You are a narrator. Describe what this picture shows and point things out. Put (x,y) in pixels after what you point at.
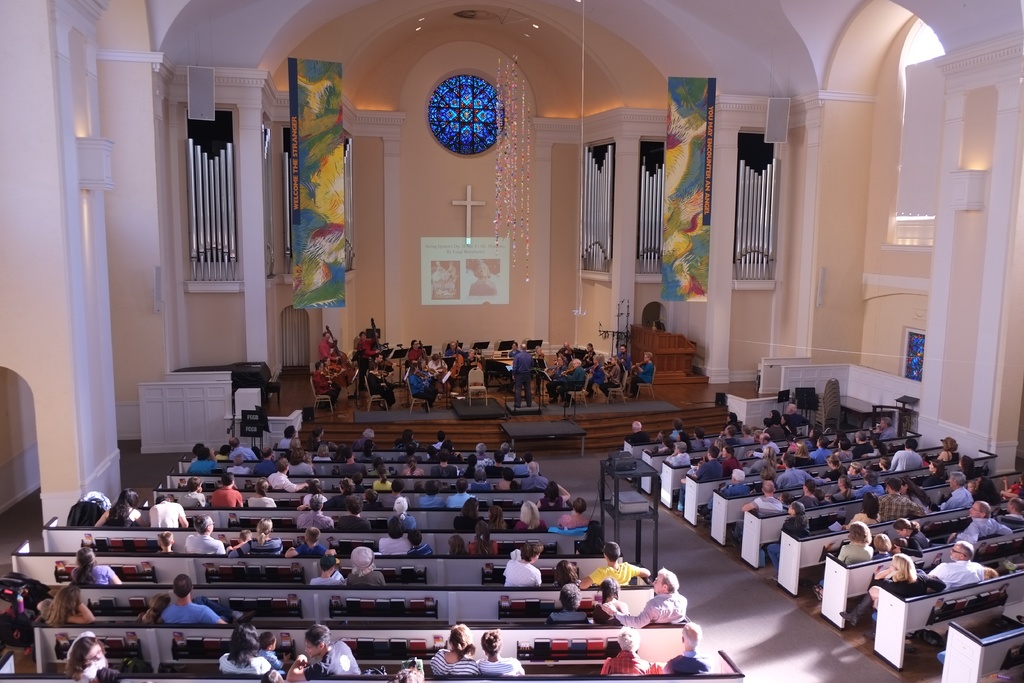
In this picture I can see there are many people (368,448) sitting on the benches (255,620) and there are few other people (554,361) sitting on the chairs (481,376), at the dais (643,390) and there are few lights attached to the ceiling (465,31).
